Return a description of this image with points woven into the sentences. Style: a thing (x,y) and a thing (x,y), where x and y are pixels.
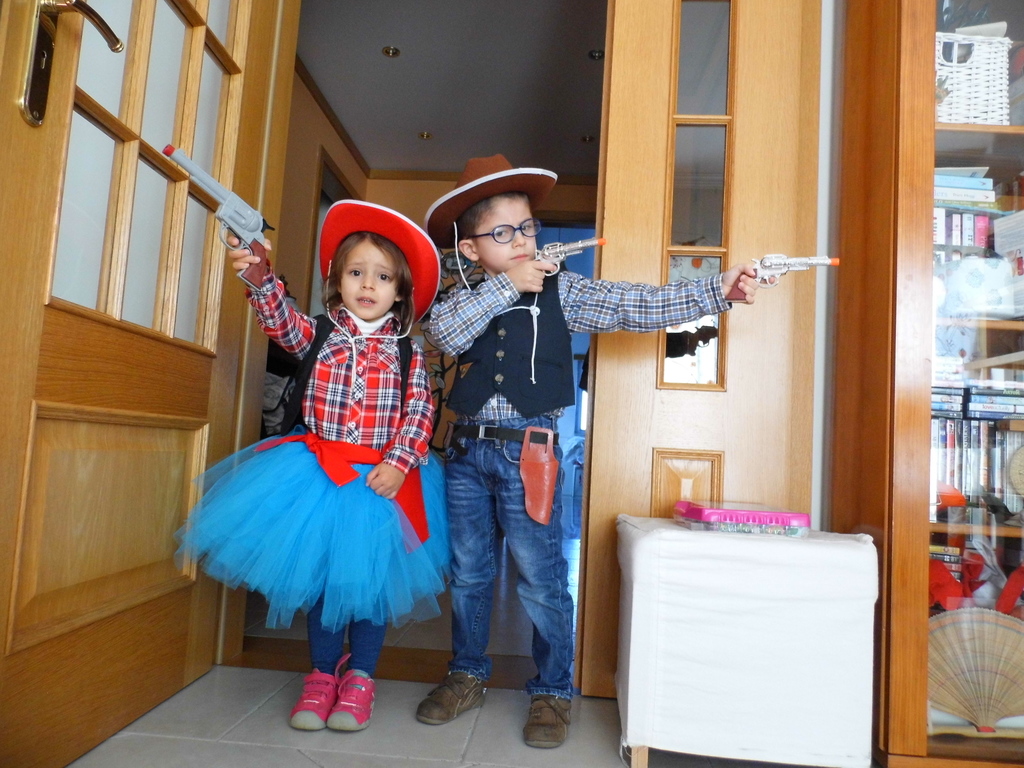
In this picture I can see a girl (409,431) and a boy (507,323) in front (466,310) and I see that, they're standing and holding toy guns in their hands (532,259). On the left side of this image (93,160) I see a door (100,261). On the right side of this picture (960,230) I see the shelves (970,531) on which there are number of things (991,70) and I see a table (646,599) on which there is a thing (739,524). In the background (337,90) I see the ceiling (380,77).
